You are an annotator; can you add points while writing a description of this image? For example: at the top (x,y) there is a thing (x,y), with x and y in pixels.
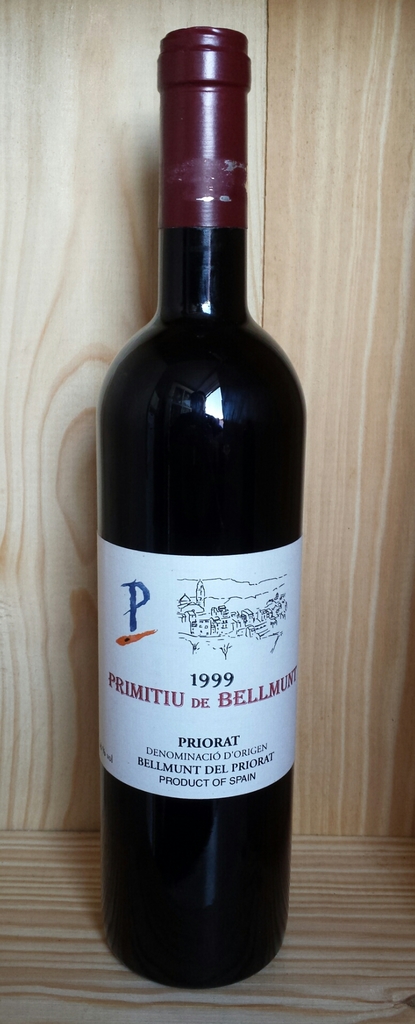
In this picture we can see a bottle (222,902) on the wooden surface (29,871) with a sticker (222,740) on it and in the background (112,358) we can see the wall (330,171).
